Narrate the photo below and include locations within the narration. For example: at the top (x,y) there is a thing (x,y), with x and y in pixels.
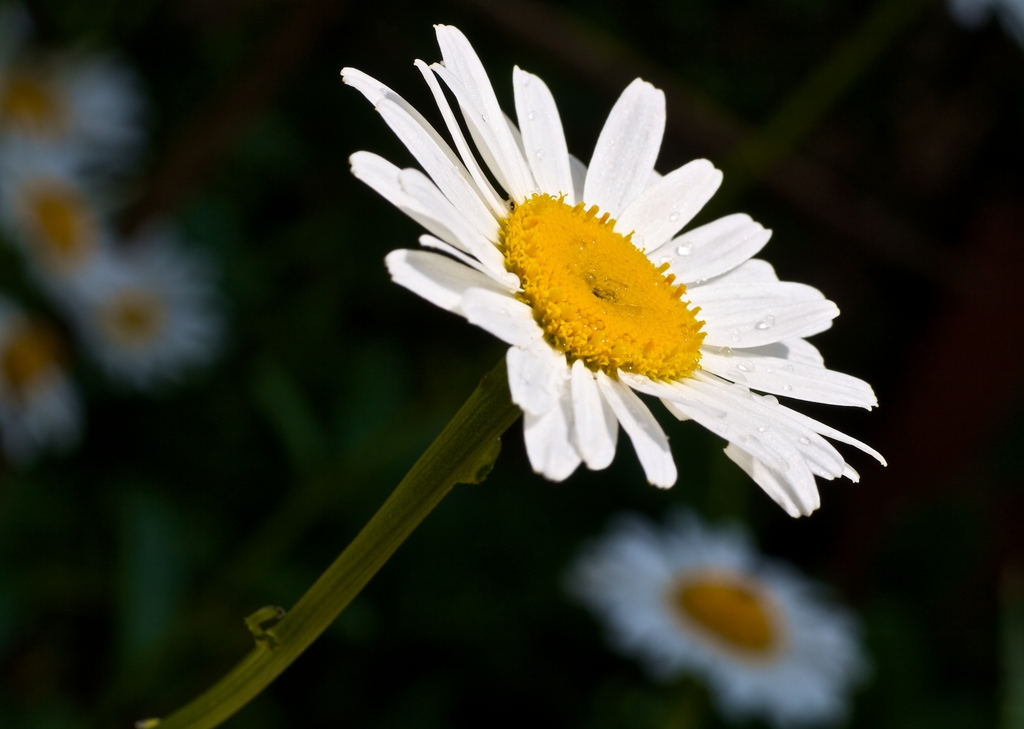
In this picture we can see few flowers (826,305) and blurry background (886,236).
